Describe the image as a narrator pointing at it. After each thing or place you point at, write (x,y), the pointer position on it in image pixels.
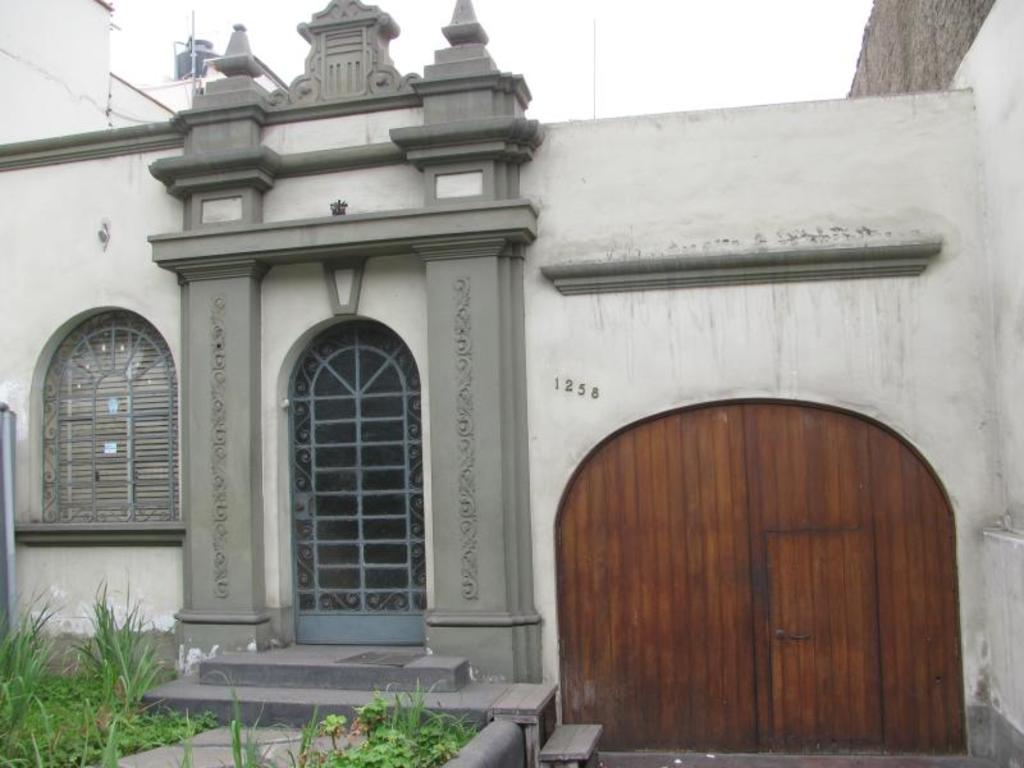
In this picture we can see a building (744,380), doors (657,672), window (163,418), grass (104,763), and plants (97,634). In the background (540,32) there is sky (746,32).
